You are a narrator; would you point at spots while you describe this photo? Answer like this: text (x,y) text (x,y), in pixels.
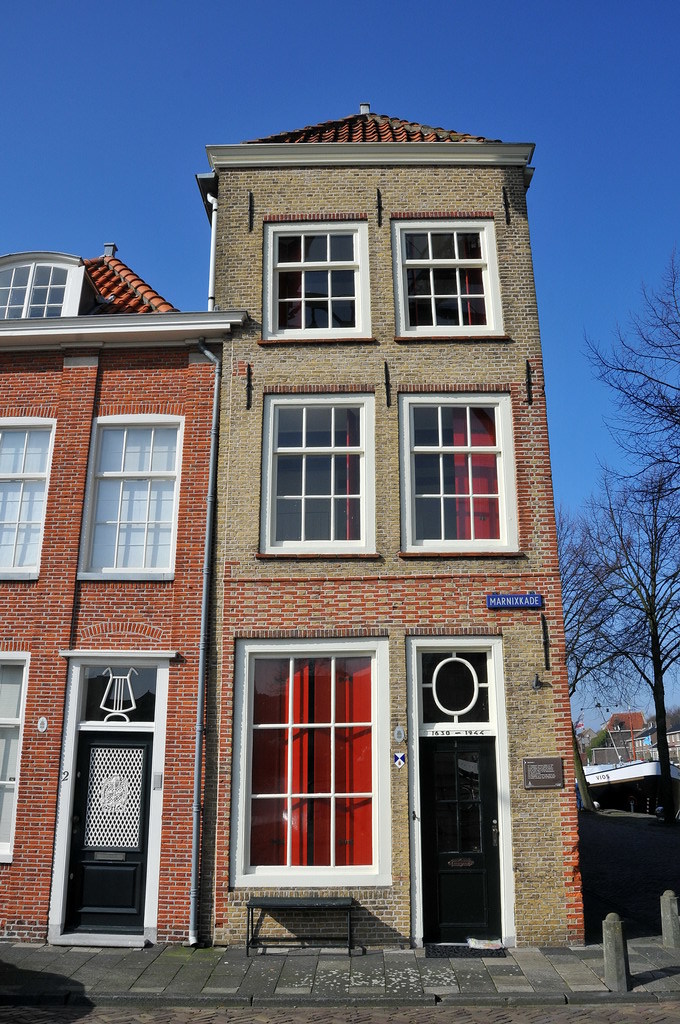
In this image we can see buildings (299,668), in front of it glass windows (272,491) and doors (465,865) are there. Right side of the image (611,629) trees (633,527) are present. The sky (294,115) is in blue color. In front of the buildings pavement (302,1002) is present.
